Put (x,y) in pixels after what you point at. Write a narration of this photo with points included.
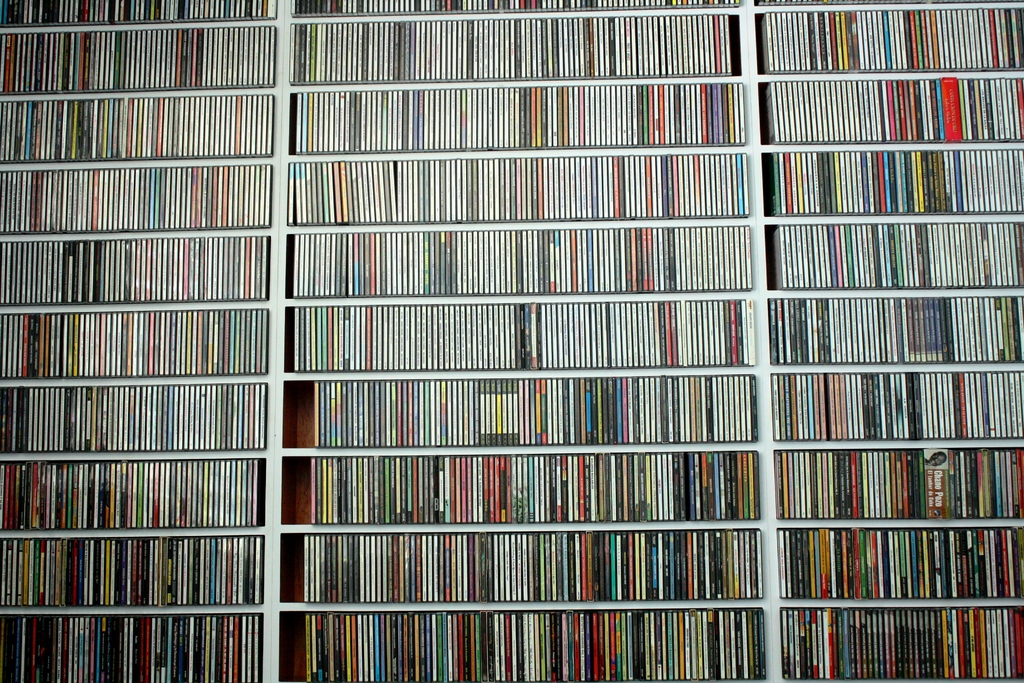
In this picture we can see a big white rack (86,97) full of CDs (696,282).
